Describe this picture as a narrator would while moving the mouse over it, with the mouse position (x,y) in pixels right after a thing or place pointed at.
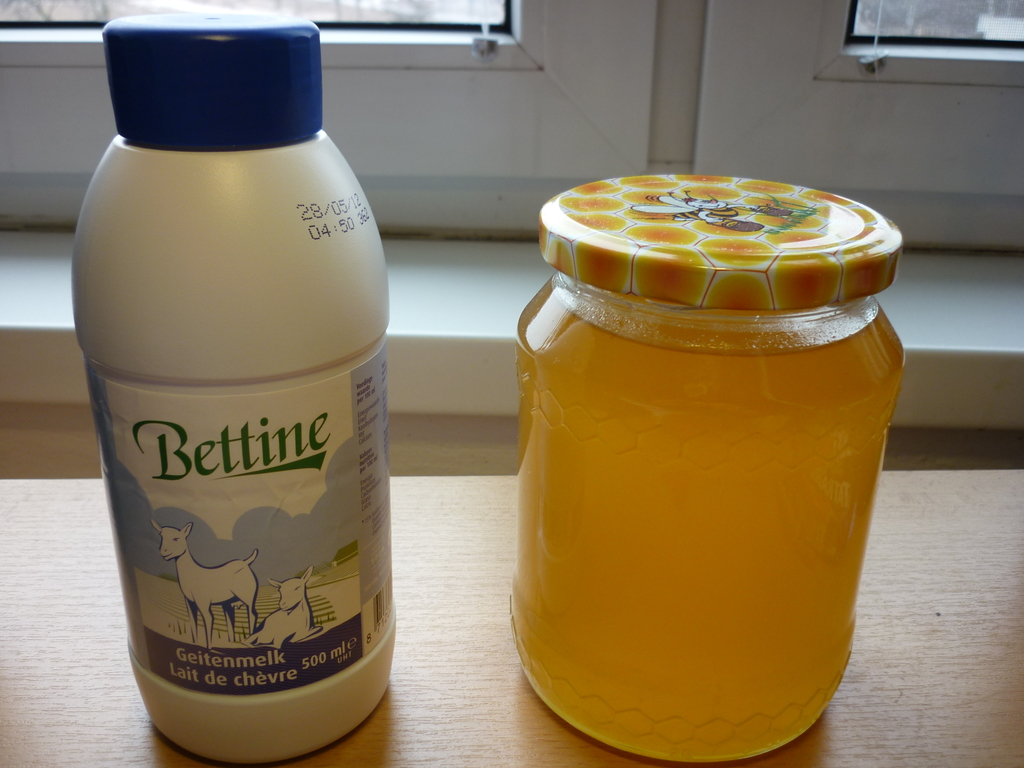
We can see bottle (152,681), jar (638,506) on the table (946,693) and we can see sticker (195,475) on this bottle (237,331). On the background (633,106) we can see glass window (825,27).
